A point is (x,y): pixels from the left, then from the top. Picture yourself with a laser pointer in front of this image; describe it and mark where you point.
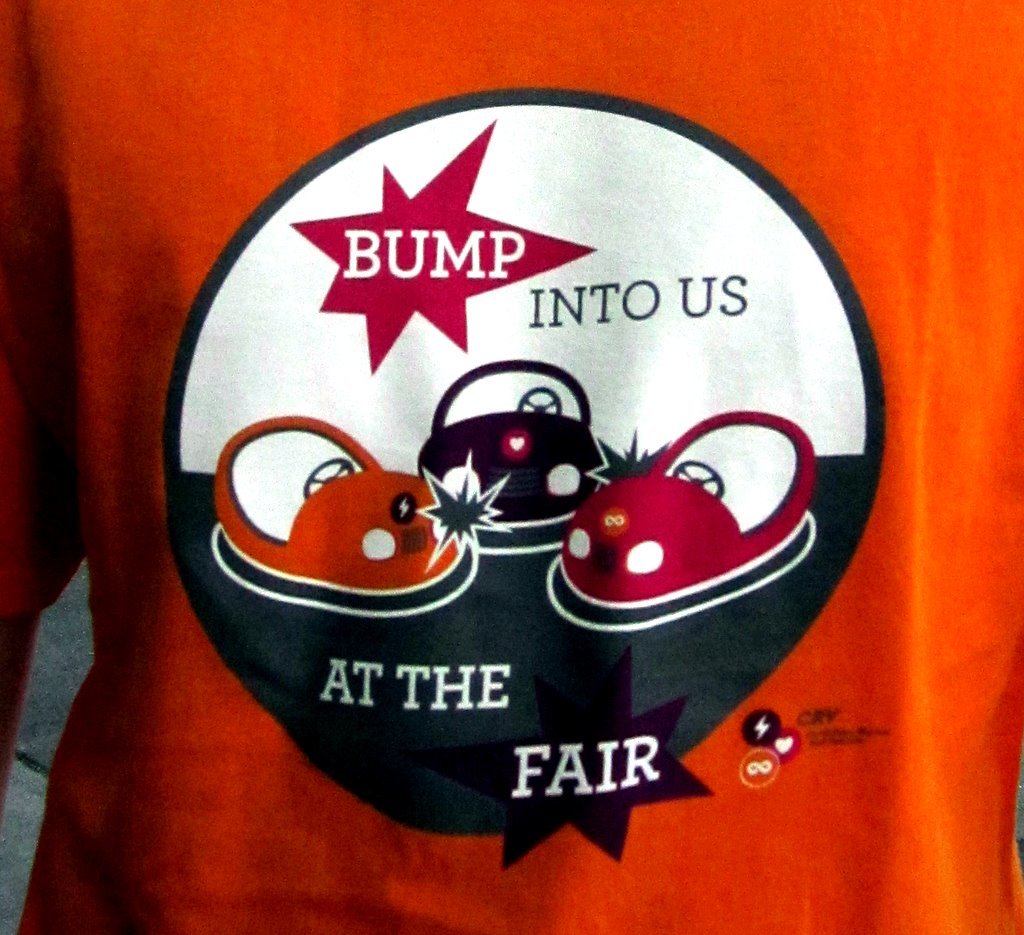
In this picture we can see orange t shirt (616,561) with some text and images (456,549).
